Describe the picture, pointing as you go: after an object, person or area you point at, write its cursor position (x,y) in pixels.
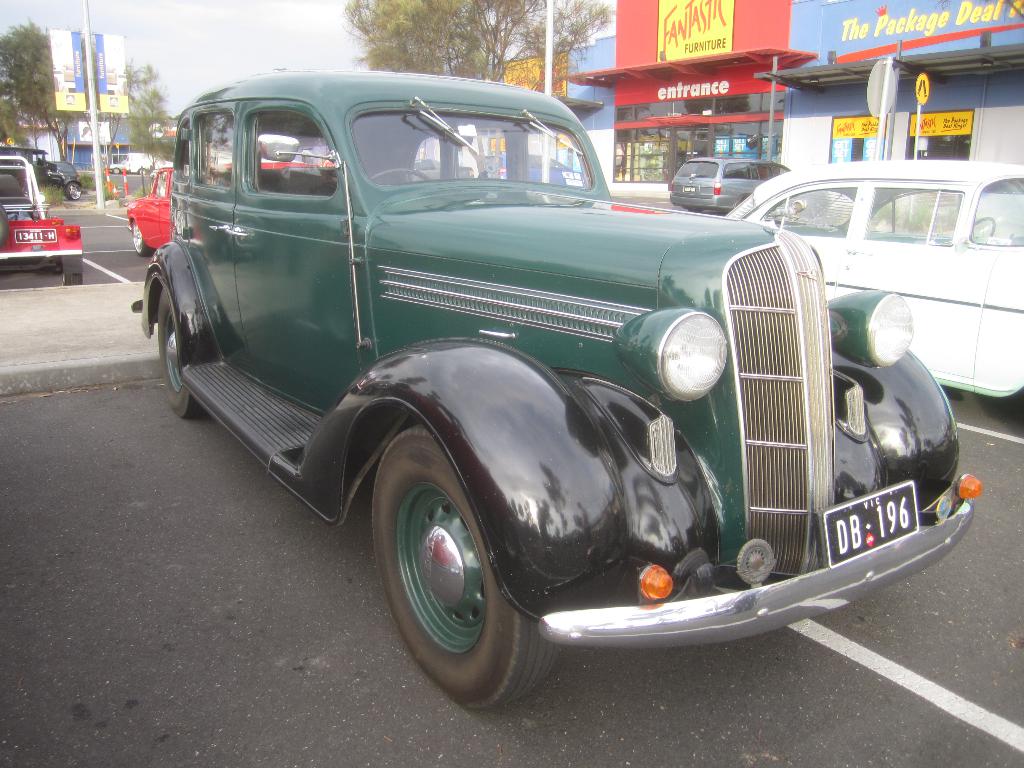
In this picture we can see few vehicles (327,422) on the road (287,533), in the background (582,67) we can find few buildings (791,127), poles (771,116), trees (539,40) and hoardings (864,59).
